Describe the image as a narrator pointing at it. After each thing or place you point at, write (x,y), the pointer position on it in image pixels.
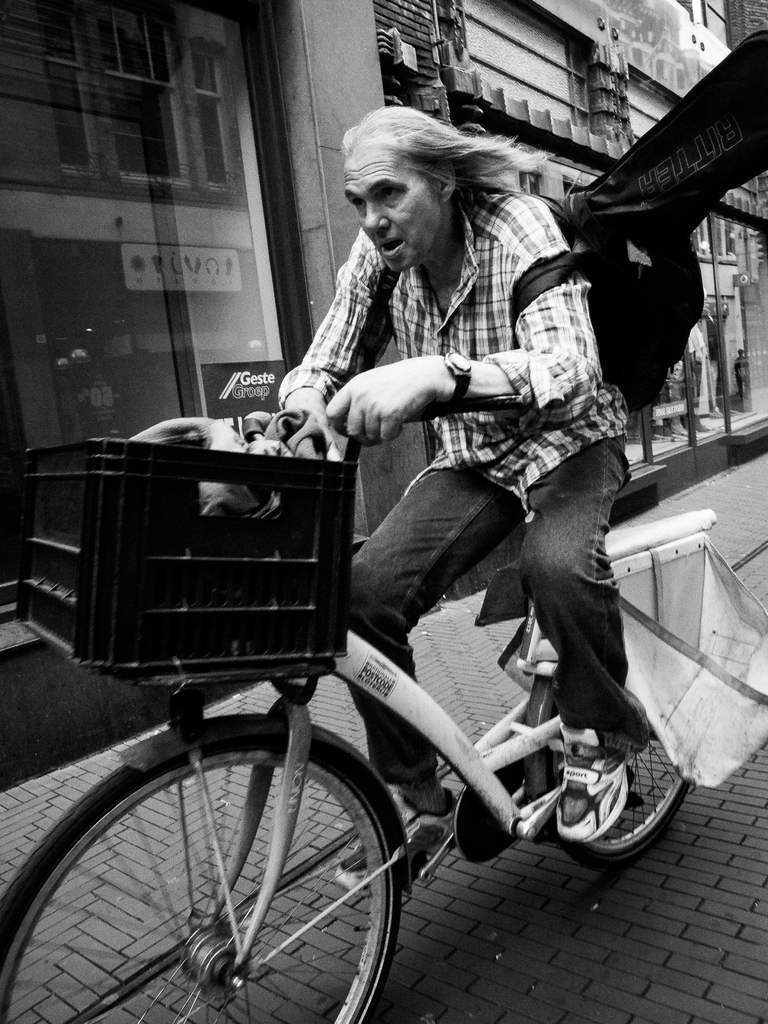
A man (357,260) is riding a bicycle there are buildings (487,116) at here.
